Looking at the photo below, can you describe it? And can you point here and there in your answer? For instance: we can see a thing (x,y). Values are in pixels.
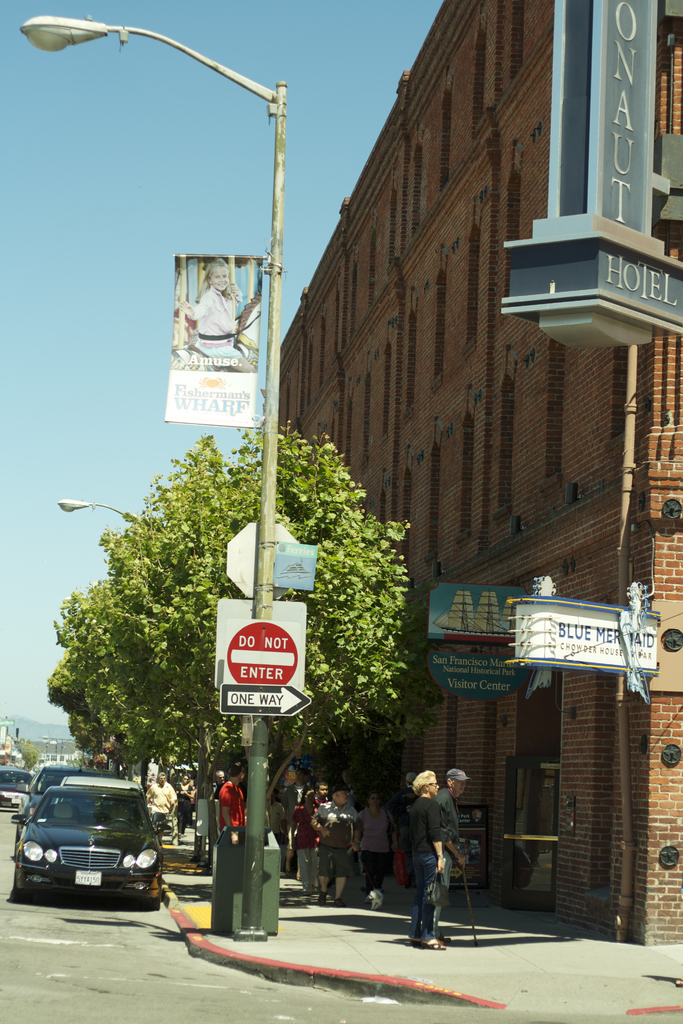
In this image on the right side (460,440) there are buildings (645,517), trees (381,779), poles (262,821), street lights (264,523) and some boards (276,647). On the boards (436,639) there is text (446,663) and some people (304,833) are walking on pavement (300,931), and on the left side (79,827) there are some vehicles (73,852). At the bottom (136,957) there is road (115,969), and in the background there are buildings (20,750) and at the top (195,201) there is sky (195,201).
